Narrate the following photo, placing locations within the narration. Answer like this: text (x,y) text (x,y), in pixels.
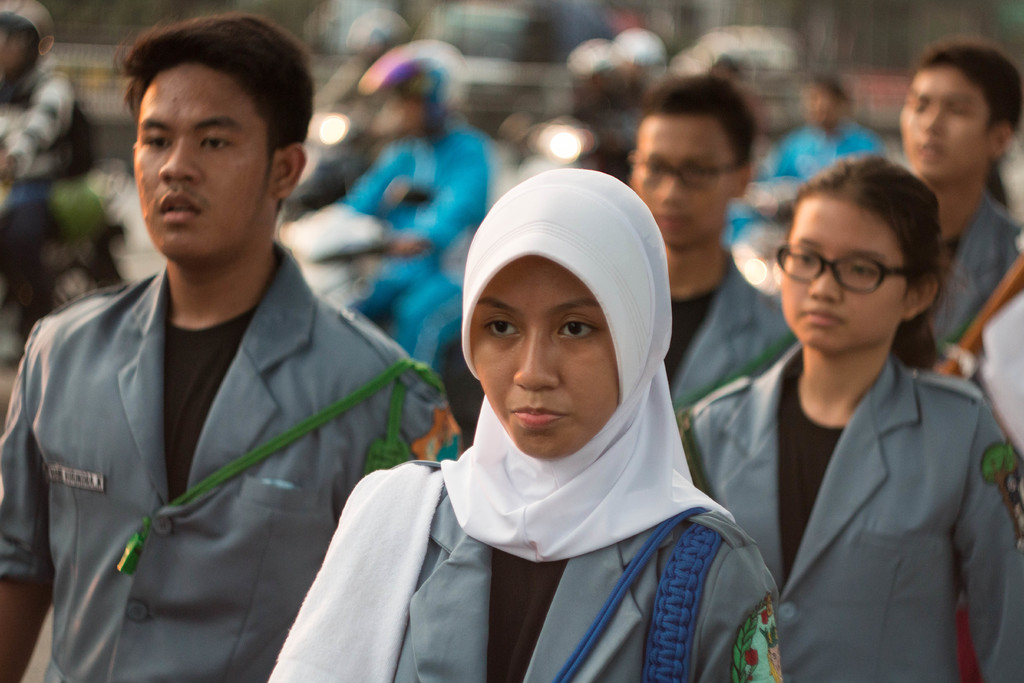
In this image there are a few people (561,521) standing, behind them there are few people (422,149) riding on their bikes (328,173), which is blurred.
